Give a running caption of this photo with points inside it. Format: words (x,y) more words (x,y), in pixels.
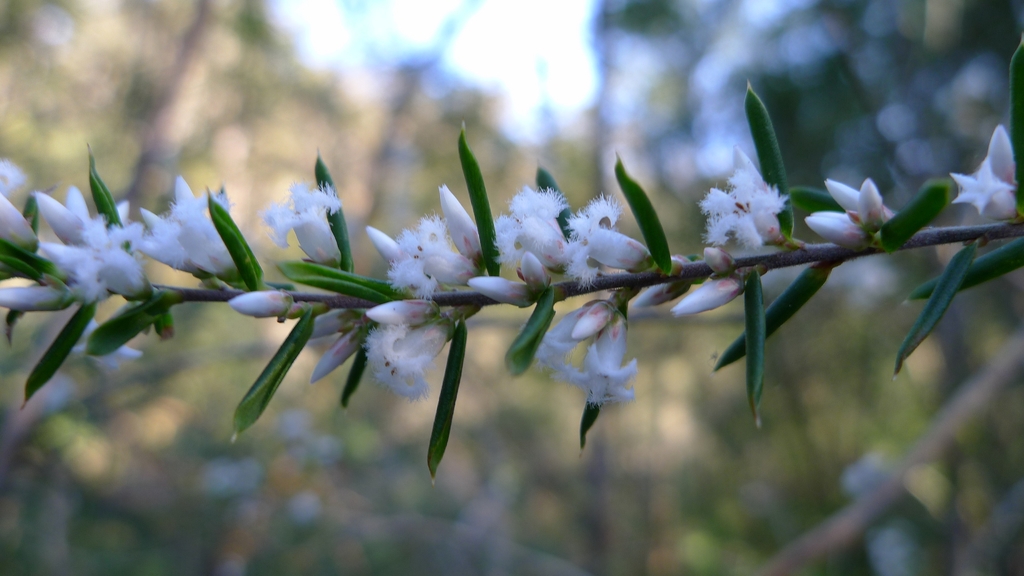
In this image there are flowers (417,254) and leaves (17,256) of a plant (260,273). The background (86,78) is blurry.
